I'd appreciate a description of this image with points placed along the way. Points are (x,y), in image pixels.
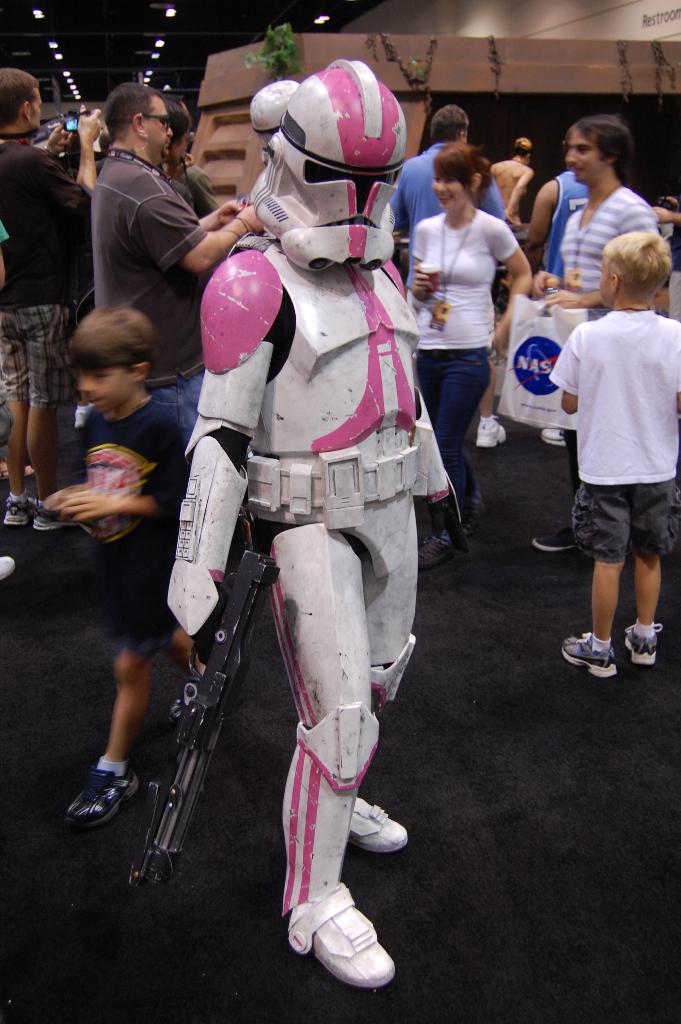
In this image I can see a robot (302,807) holding a gun (199,743) standing on the floor (110,931) and in the background (80,160) I can see there are few persons (596,660), at the top (54,49) I can see lights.
